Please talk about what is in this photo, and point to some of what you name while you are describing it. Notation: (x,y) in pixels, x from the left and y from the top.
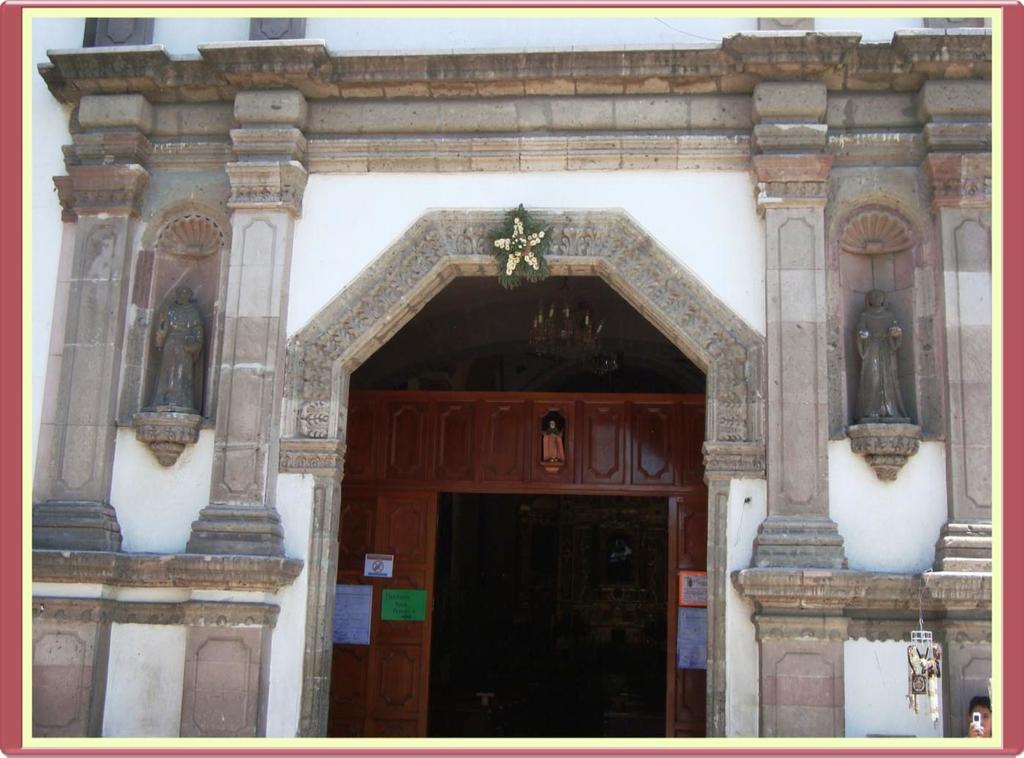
In this image, we can see some pillars (209,672), at the middle (480,406) there is a door (589,406).
